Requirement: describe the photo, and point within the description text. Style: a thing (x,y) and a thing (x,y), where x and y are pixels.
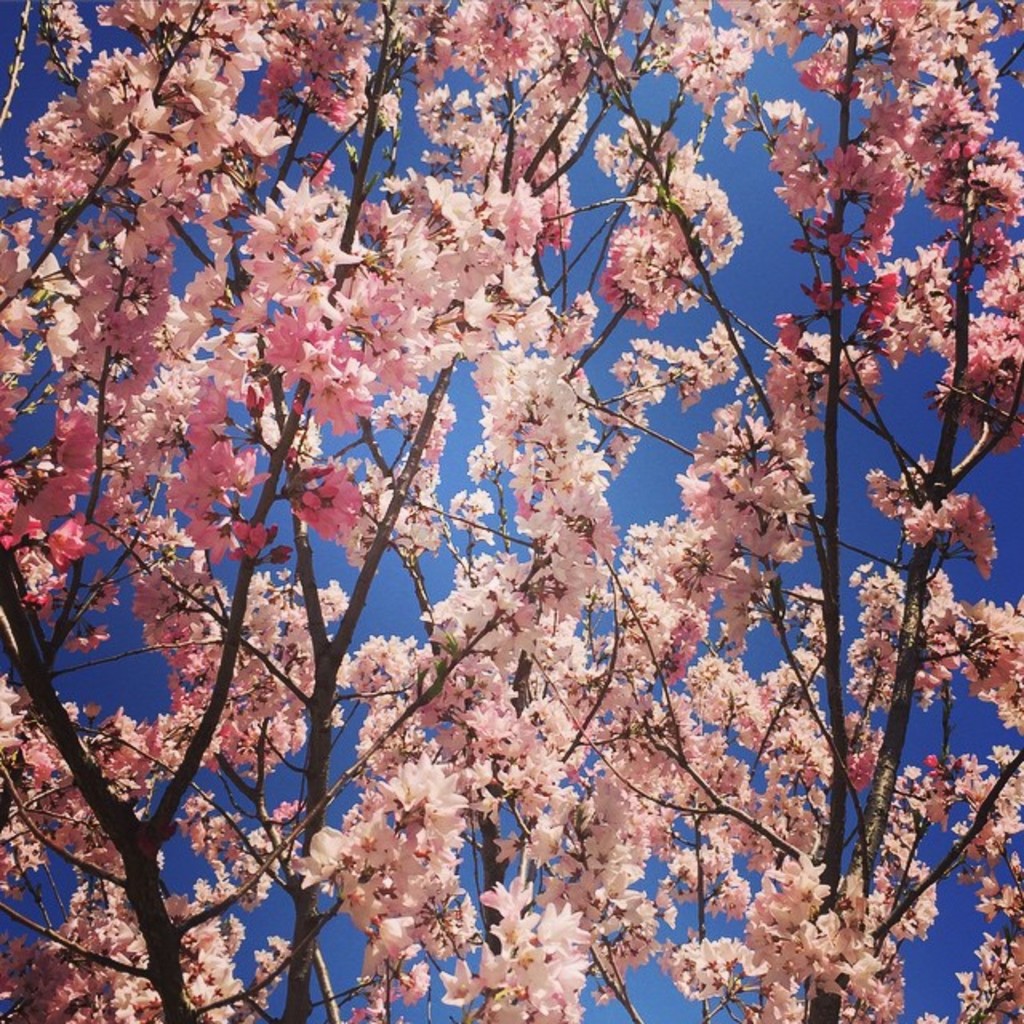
This is a part of a tree (547,607). Here I can see many flowers (259,481) to the stems (127,830). In the background (752,208), I can see the sky (743,270) in blue color.
